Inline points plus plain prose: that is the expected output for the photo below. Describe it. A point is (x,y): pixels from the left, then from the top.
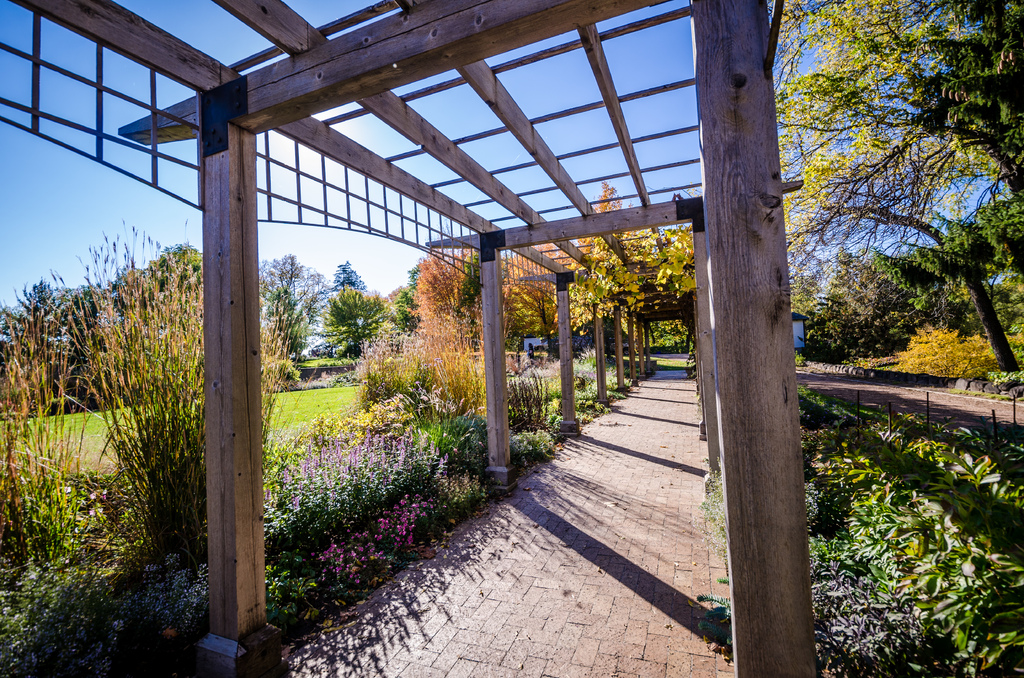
In this picture we can see wooden poles (506,425), paths (910,397), plants (331,493), grass (269,411), trees (331,322), some objects (992,424) and in the background (284,235) we can see the sky (284,251).
